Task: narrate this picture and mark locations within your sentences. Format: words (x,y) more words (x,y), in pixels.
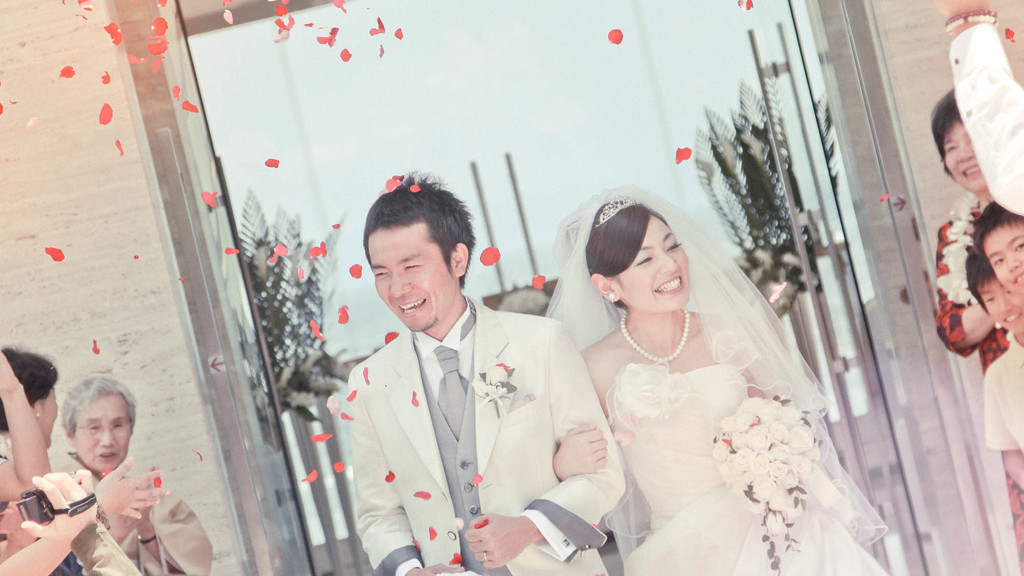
At the center of the image (599,258) there are two people (635,389) having a smile on their faces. Beside them there are a few people (962,308) standing. There are rose petals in the air. Behind them there is a wall (95,223). There is a glass door (199,179) through which we can see trees (295,260), poles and sky (408,94).
